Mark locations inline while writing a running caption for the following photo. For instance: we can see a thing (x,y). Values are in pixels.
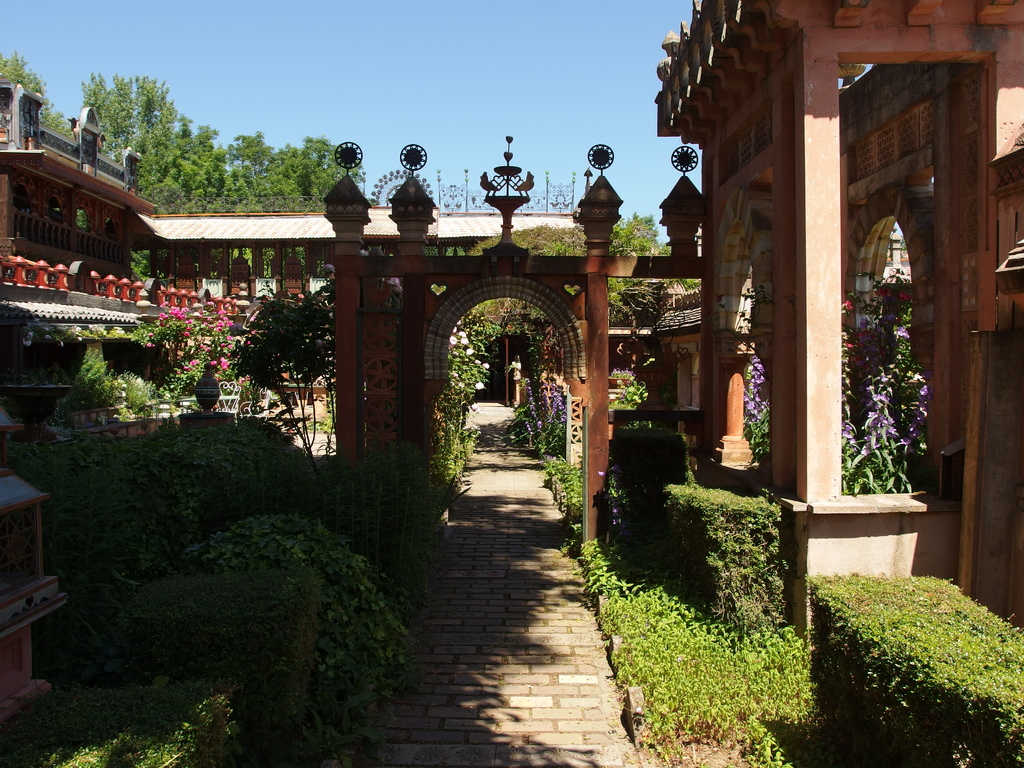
This is the picture of a place where we have some houses (153,260) and around there are some trees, plants (910,649) which has some colorful flowers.
